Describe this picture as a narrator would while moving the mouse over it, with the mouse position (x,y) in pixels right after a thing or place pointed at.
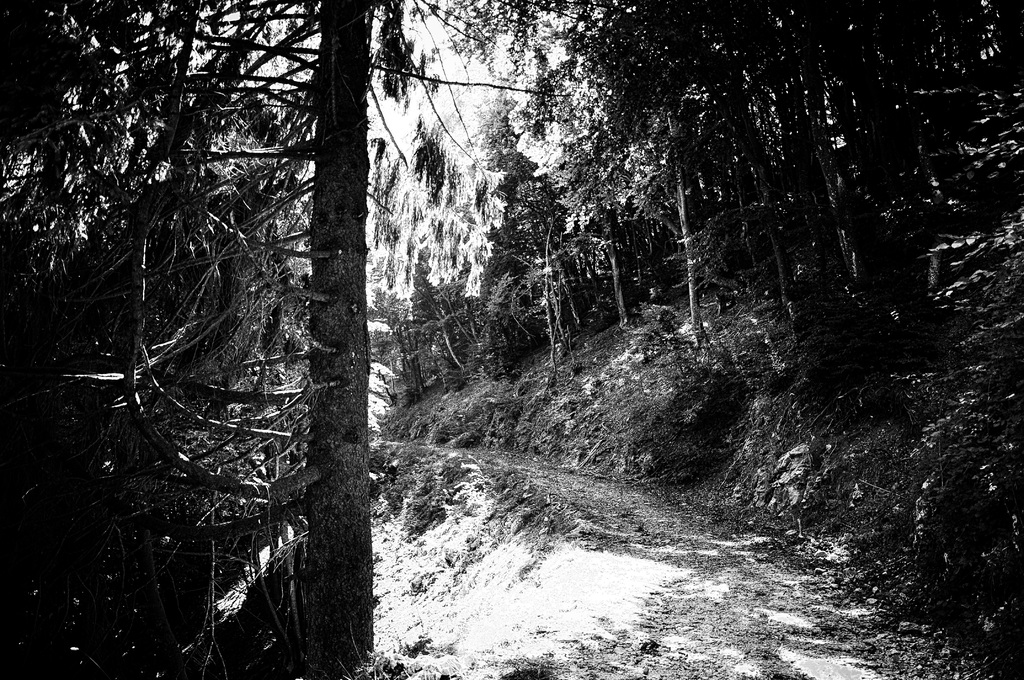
In this black and white picture there are few plants (899,427) and trees (217,185) are on the land (598,398).
